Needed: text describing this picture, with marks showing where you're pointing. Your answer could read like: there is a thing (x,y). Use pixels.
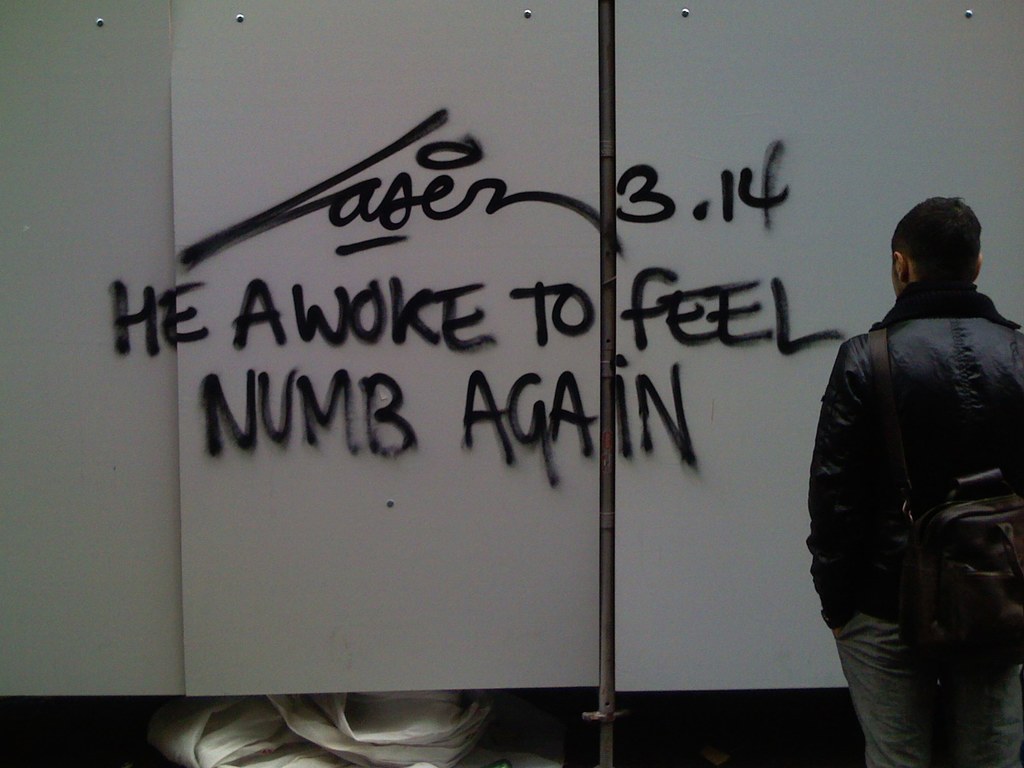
In this image there is a person (948,442) standing, there is a person (959,389) wearing a bag (974,514), there is a person (941,417) truncated towards the right of the image (921,402), there is an object (356,723) on the surface (509,719), there is a board (449,267) truncated, there is text (651,275) on the board (515,322).
